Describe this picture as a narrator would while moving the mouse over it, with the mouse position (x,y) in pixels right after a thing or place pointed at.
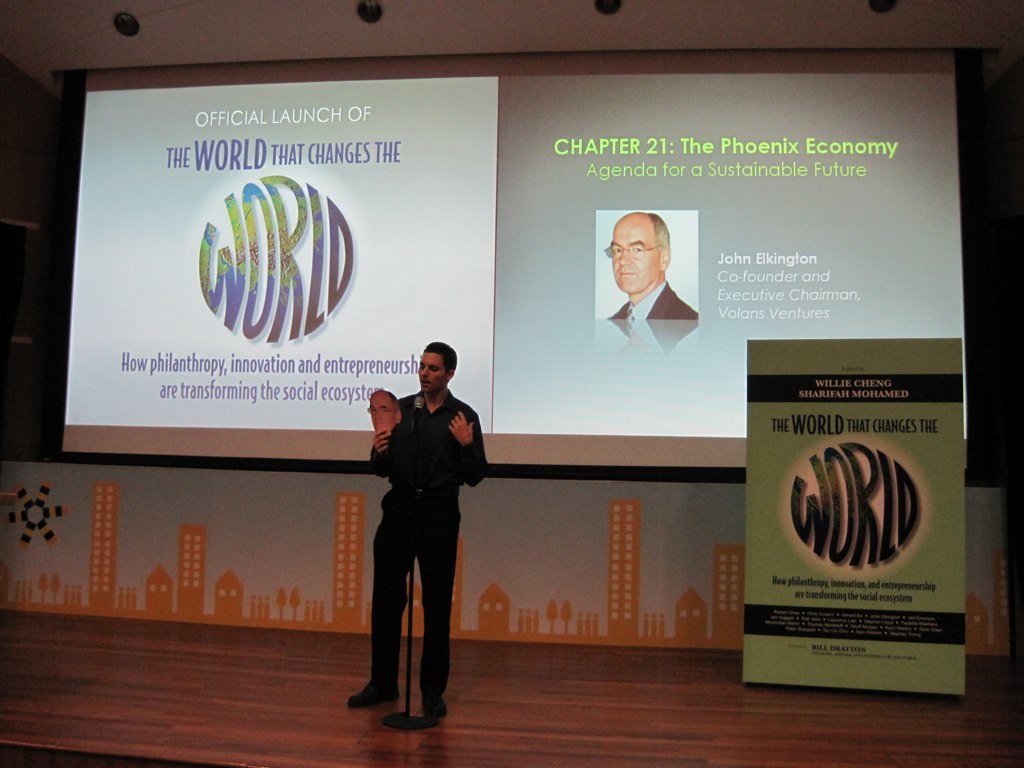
In this image, there is a brown color floor (434,739), at the middle (446,475) there is a man (445,484) standing and he is speaking in the microphone (418,717), at the right side (763,670) there is a poster (757,416) on that poster (774,484) there is WORLD written.
